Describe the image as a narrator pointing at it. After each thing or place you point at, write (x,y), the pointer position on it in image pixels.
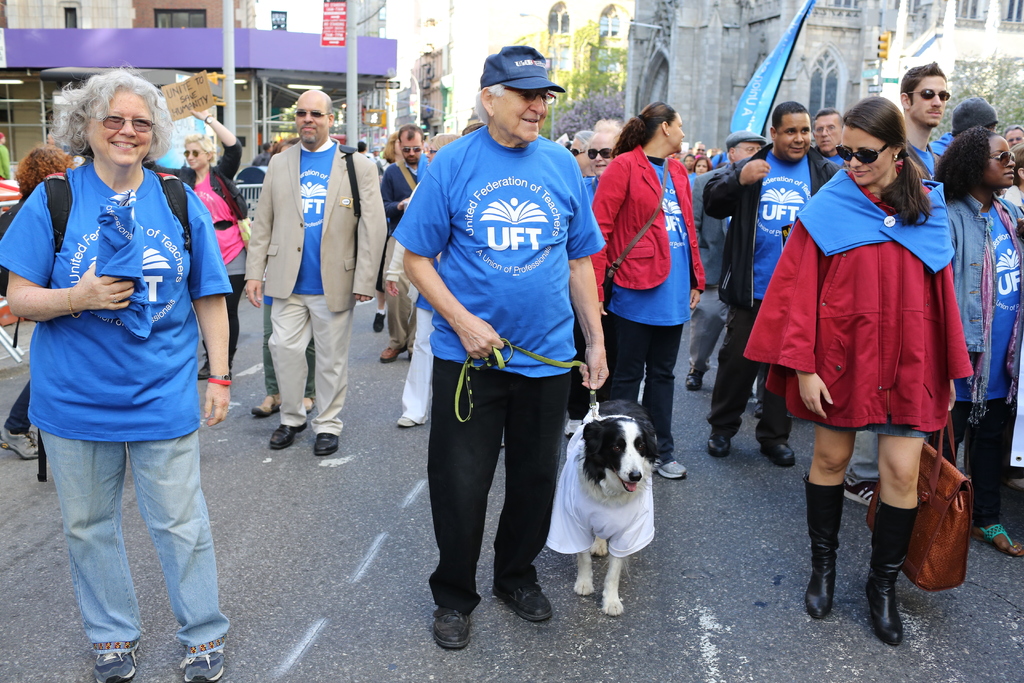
In this image there are group of people (395,251) standing in the road (372,635) wearing a blue shirt (530,192) with the dog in the road (956,617) and in back ground (687,27) there is a flag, building (955,37), tree (962,70), pole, name board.
